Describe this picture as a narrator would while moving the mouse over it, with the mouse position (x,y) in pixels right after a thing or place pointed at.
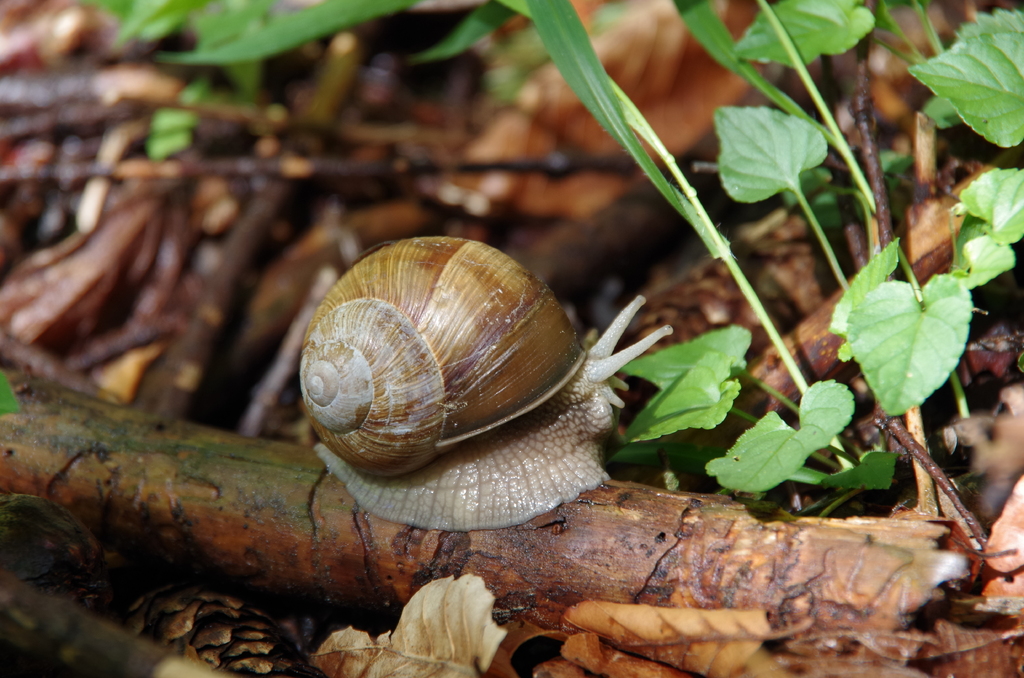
In this image there is a snail (348,361) on the wooden stick (155,471). Background (821,196) there are few plants (837,142) having leaves (818,183). There are few sticks (251,172) and dried leaves (348,652) on the land (621,252).
